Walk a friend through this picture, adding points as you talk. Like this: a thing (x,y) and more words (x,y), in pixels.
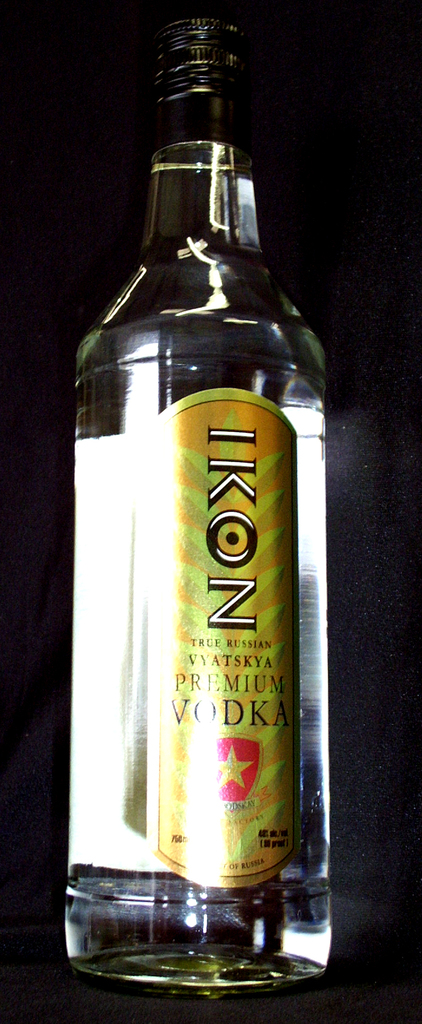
There is a vodka bottle (242,898) on the table (366,971).
